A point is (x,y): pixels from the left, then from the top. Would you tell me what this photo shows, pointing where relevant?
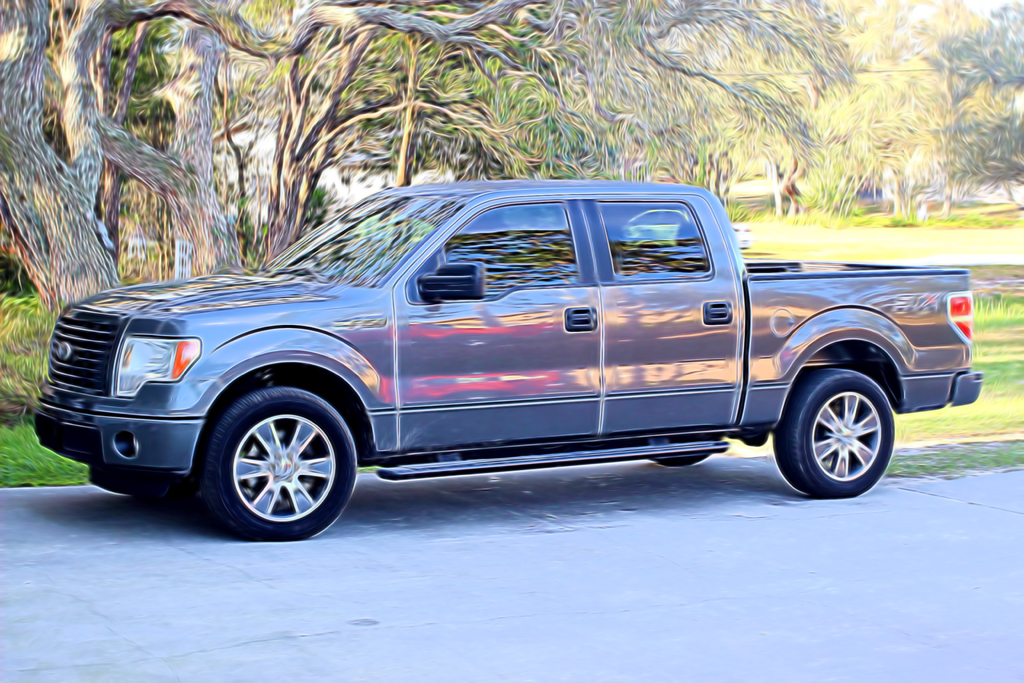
This is an edited image. In this image we can see a vehicle (550,281), trees (704,136) and grass (27,472).
